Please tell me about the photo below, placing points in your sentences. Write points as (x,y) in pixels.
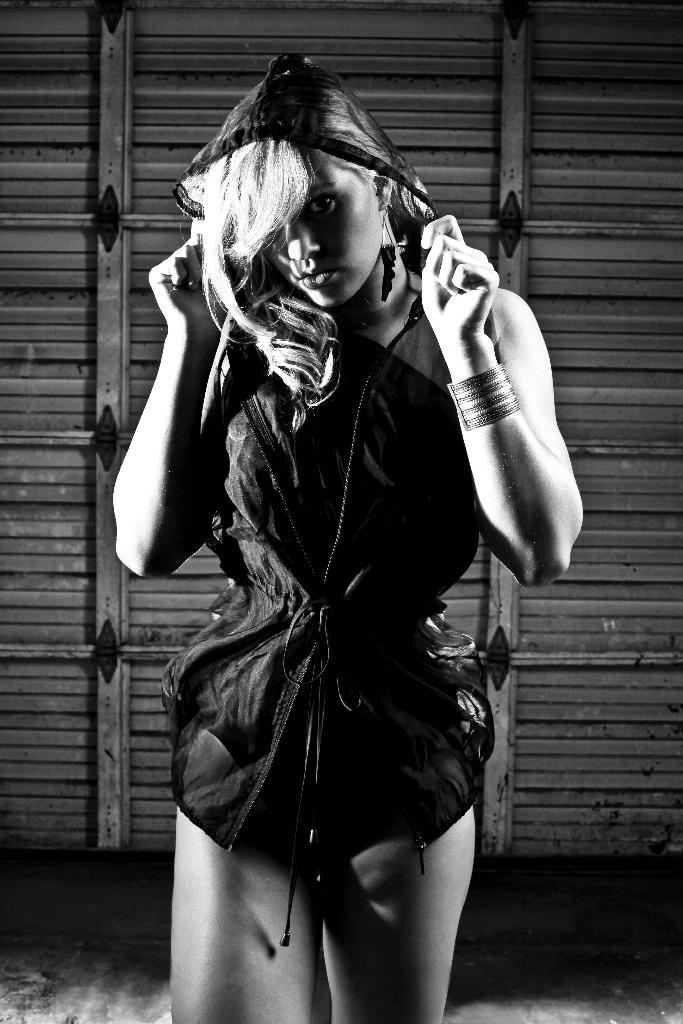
This image is in black and white where we can see a woman (264,459) wearing black dress (413,496) is standing here. In the background (476,81), we can see the wooden wall (92,395).
